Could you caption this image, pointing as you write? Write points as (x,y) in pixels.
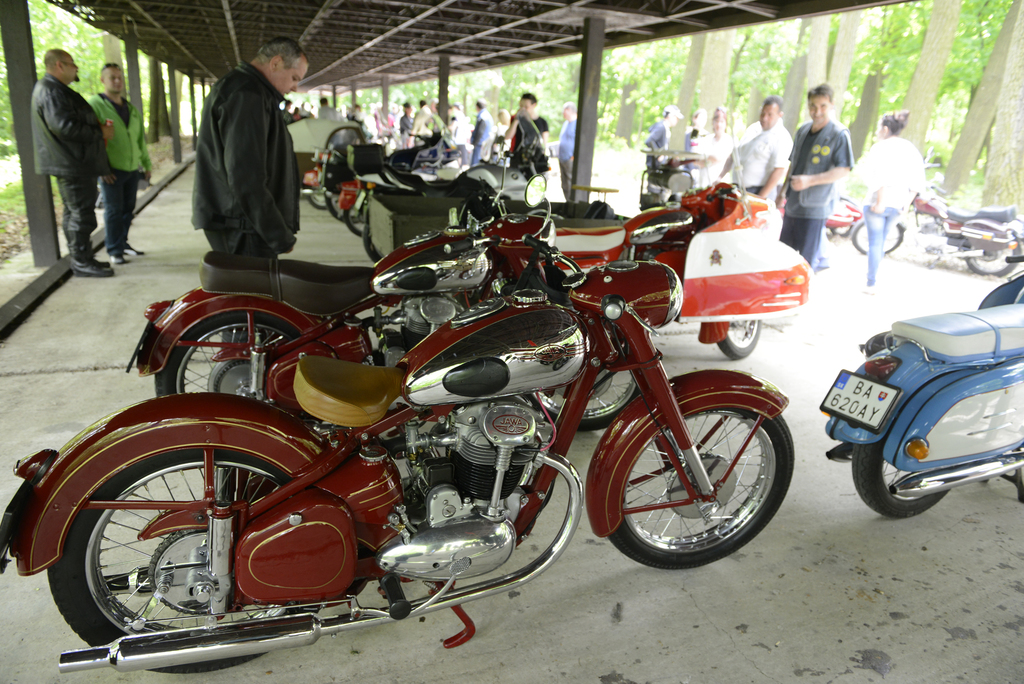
In this image it looks like it is a parking place (441,132) in which there are so many bikes (441,356) parked under the shed (391,45). On the right side (776,182) there are few people (527,110) standing on the road (900,273). Beside them there are trees (760,74). On the left side (128,74) there are pillars (135,86). There are two persons (92,118) standing near the pillar (29,97).
